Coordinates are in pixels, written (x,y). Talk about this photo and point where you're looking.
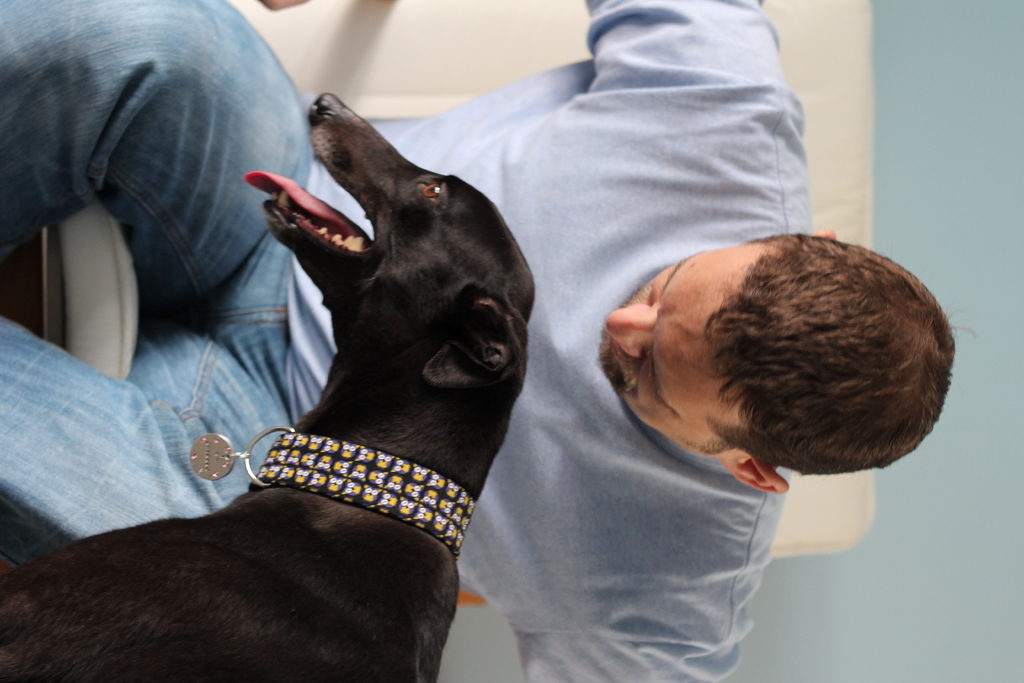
In this image I can see a man (886,421) is sitting and also I can see a black dog (326,304).
